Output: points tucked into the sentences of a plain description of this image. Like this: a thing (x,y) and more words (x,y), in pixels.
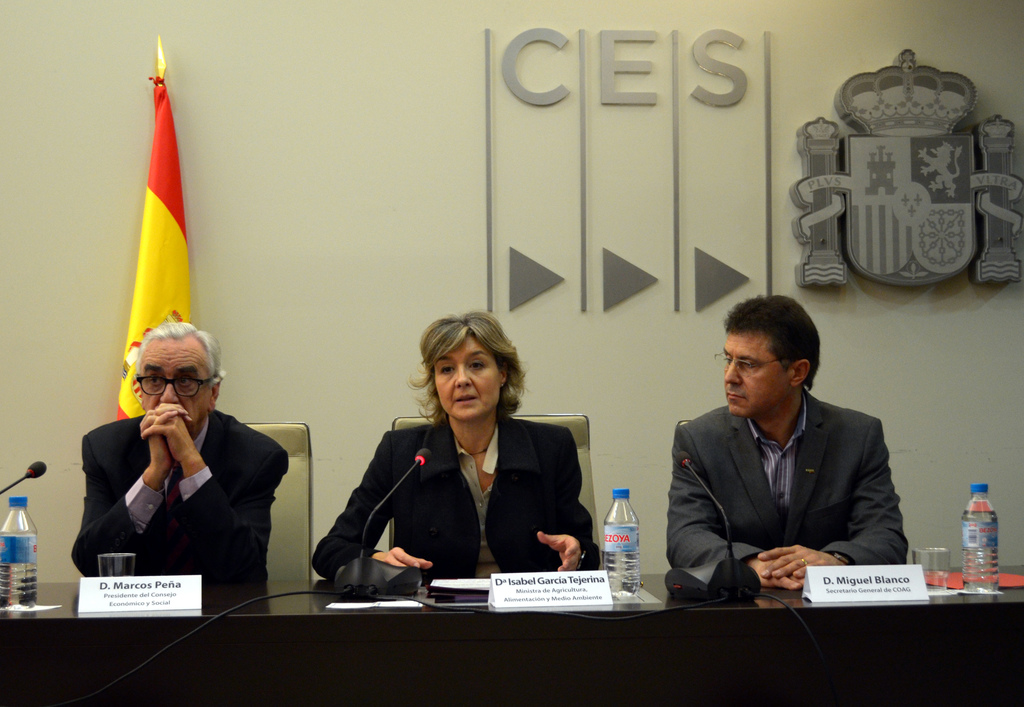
This image consists of three people (114,470) sitting in the chairs (282,560) near the table (418,633). On the table (138,638), there are name plates (566,581), bottles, and glasses (935,560). In the background (276,143), there is a wall (282,191) along with a flag (173,232).
